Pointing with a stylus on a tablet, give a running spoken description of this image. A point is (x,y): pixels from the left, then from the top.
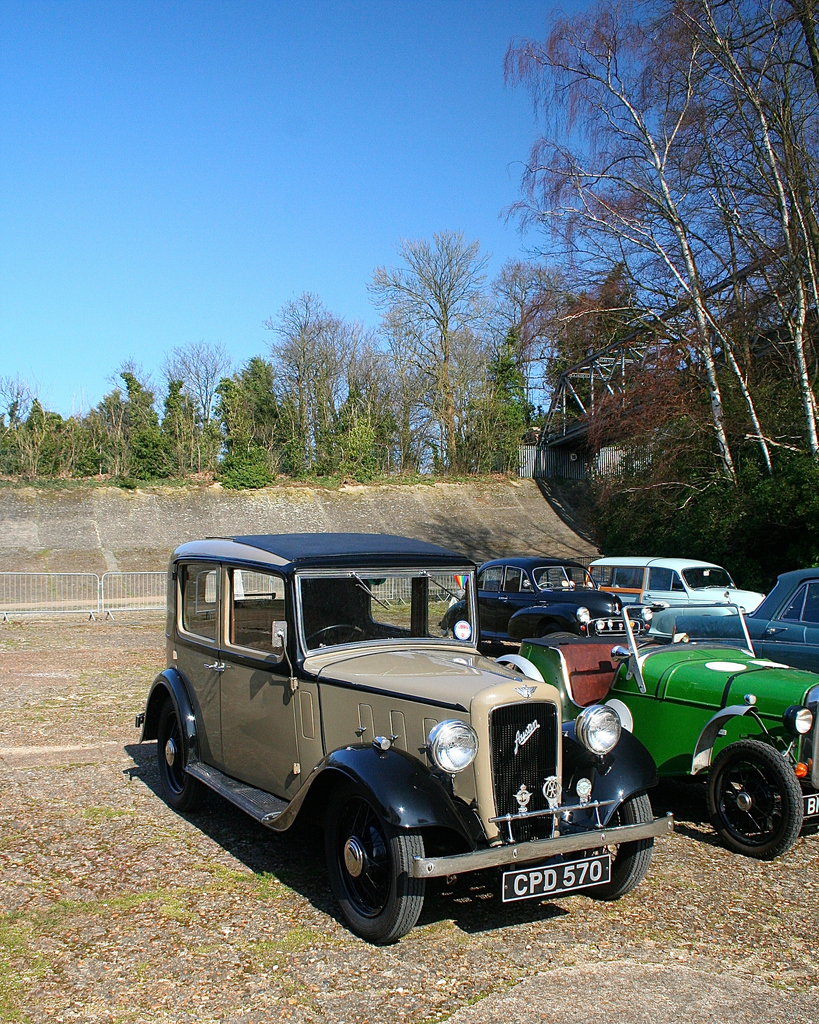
This image consists of many cars (563,730) parked on the ground (84,910). It looks like old vintage cars (581,735). At the bottom (116,926), there is a ground (34,702). In the background (750,362), there are many trees (477,452). At the top (127,142), there is a sky (206,140). On the right (602,396), we can see a bridge (570,383). Behind the cars (258,598), there is a fencing (100,589).
